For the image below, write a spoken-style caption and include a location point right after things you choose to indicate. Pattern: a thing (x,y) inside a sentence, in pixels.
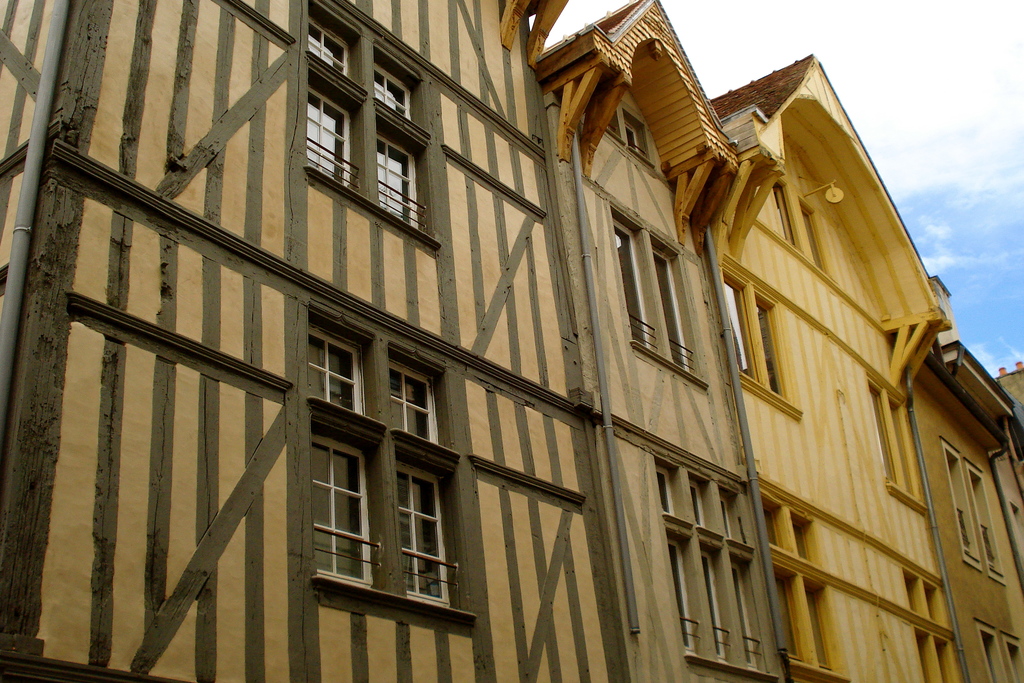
In this image, we can see a few buildings (662,419). We can also see the sky (958,148) and it is cloudy.
